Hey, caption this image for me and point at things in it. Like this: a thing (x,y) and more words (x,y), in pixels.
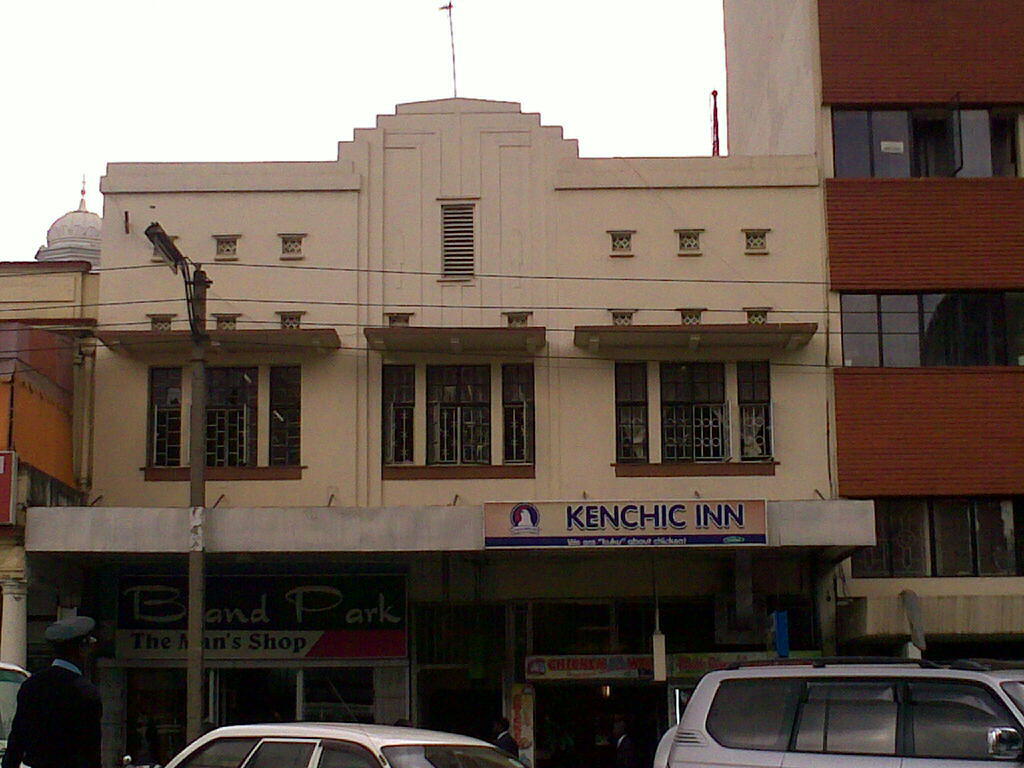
In this image, we can see a building (584,287). There is a pole (193,463) in front of the building (474,557). There are vehicles (398,741) at the bottom of the image (196,744). There is a person (72,676) in the bottom left of the image (72,678). There is a sky (402,90) at the top of the image (375,75).
